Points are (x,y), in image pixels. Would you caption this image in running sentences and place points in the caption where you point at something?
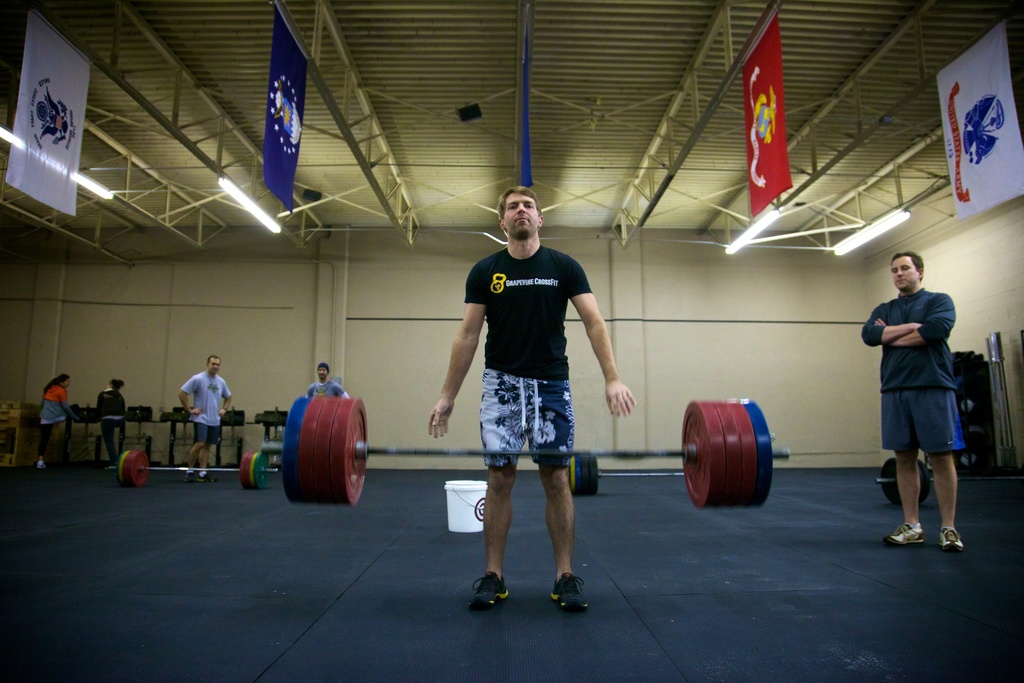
In the picture we can see some persons (202,476) standing in a closed auditorium (434,503) and there are some weights (338,494) and in the background (362,380) there is wall (931,267), top of the picture (343,37) there is roof (35,215), there are some lights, flags (771,139).
